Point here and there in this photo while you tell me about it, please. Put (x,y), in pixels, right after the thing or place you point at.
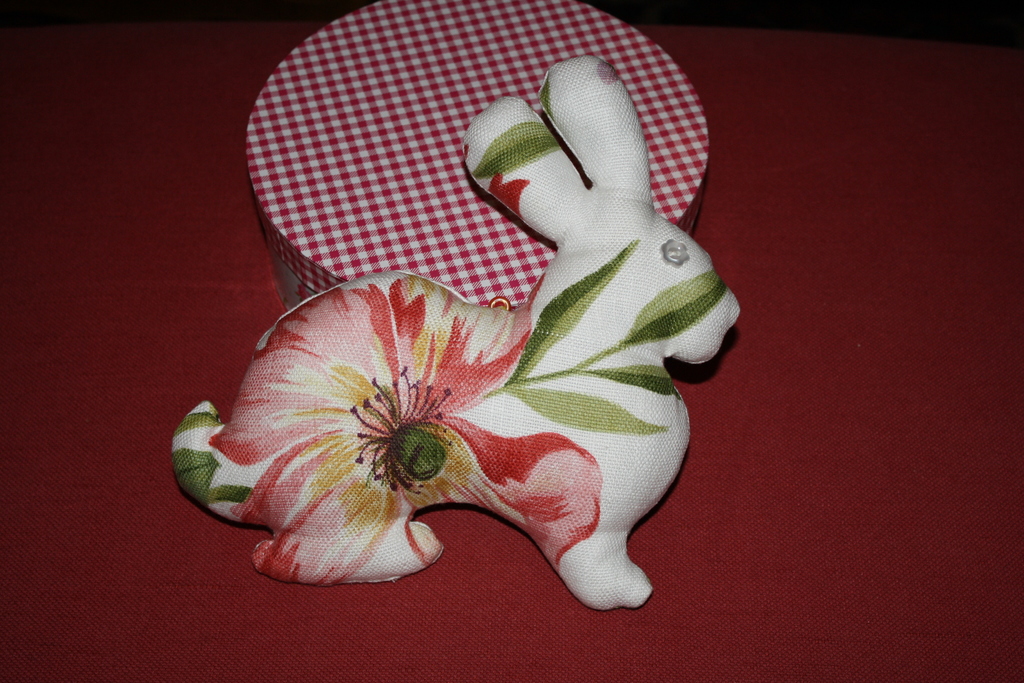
In this picture I can see a toys (571,301) which is prepared with cloth (571,321) and placed on red color cloth (739,494).
